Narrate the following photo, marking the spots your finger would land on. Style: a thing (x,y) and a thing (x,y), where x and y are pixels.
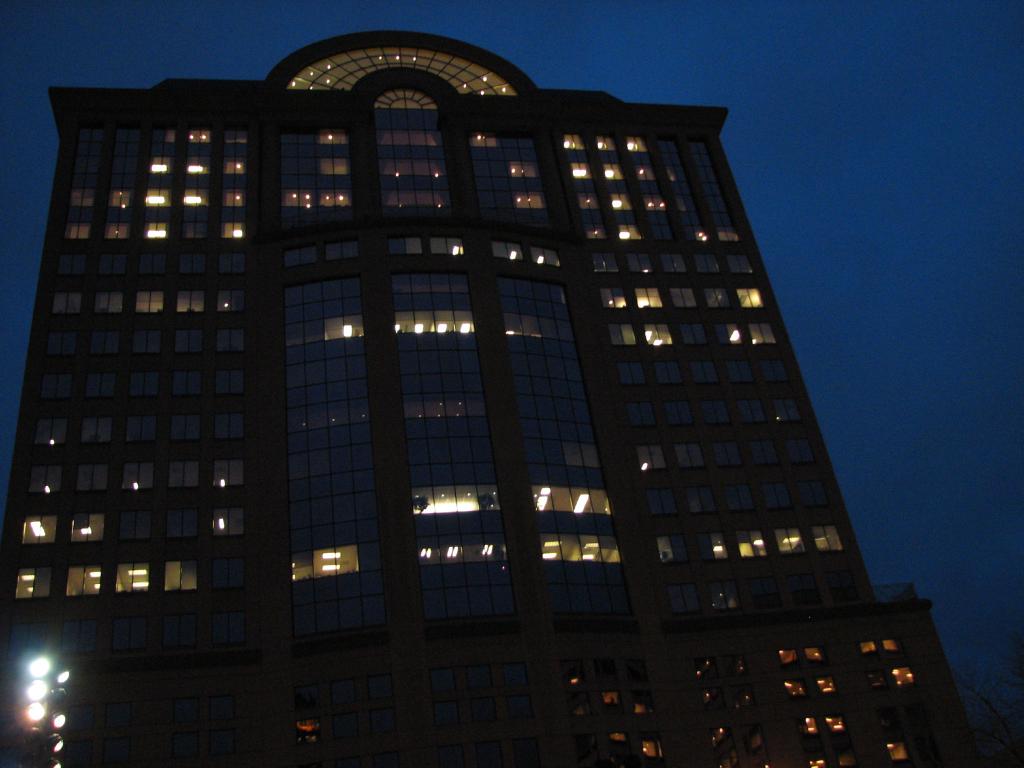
This image is taken outdoors. At the top of the image (744,172) there is the sky (517,57). In the middle of the image (626,280) there is a building (257,300). There are many lights (454,554). On the left side of the image (33,699) there is a pole (48,721) with a signal light (48,698).
